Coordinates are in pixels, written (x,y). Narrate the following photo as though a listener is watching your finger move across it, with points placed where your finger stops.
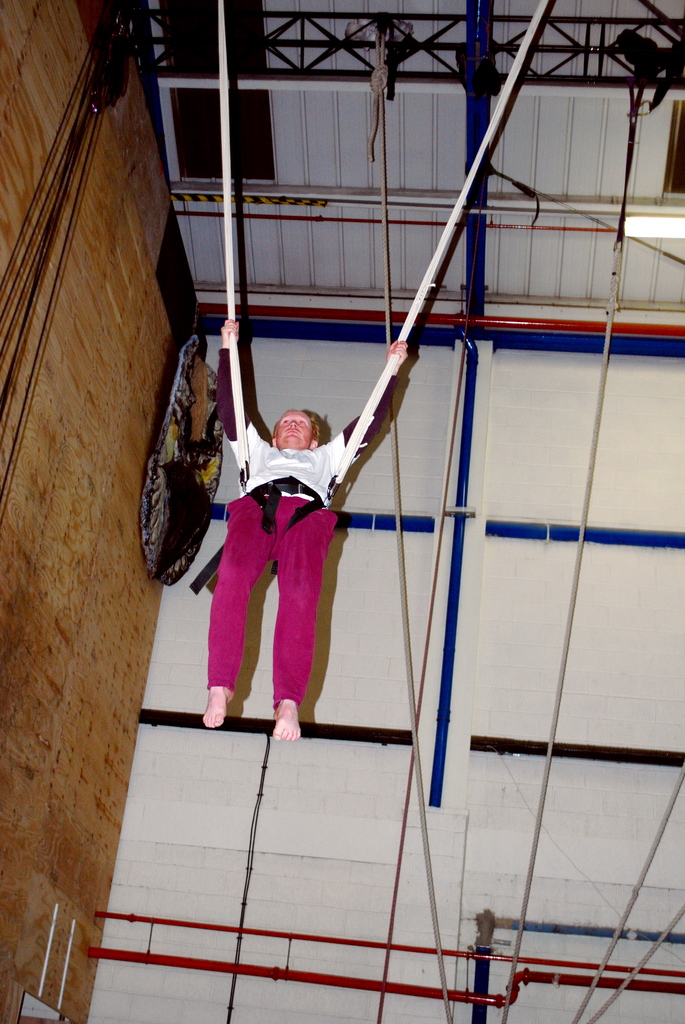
In the picture I can see a man (284,621) holding trampoline straps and he is in the air. I can see the stainless steel scaffolding structure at the top of the picture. I can see the pipelines (477,957) on the wall (497,881).
